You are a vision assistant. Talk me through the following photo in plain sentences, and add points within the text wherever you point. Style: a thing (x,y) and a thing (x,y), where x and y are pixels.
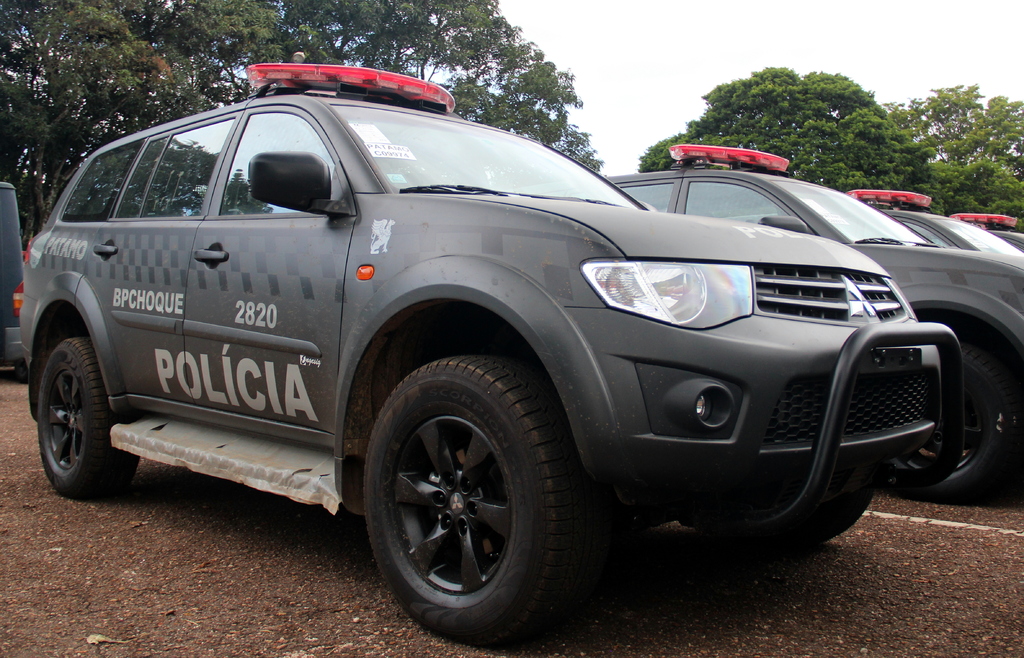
In the center of the image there are cars (21,266). In the background of the image (208,93) there are trees (516,46). At the bottom of the image (363,594) there is road (146,653).
